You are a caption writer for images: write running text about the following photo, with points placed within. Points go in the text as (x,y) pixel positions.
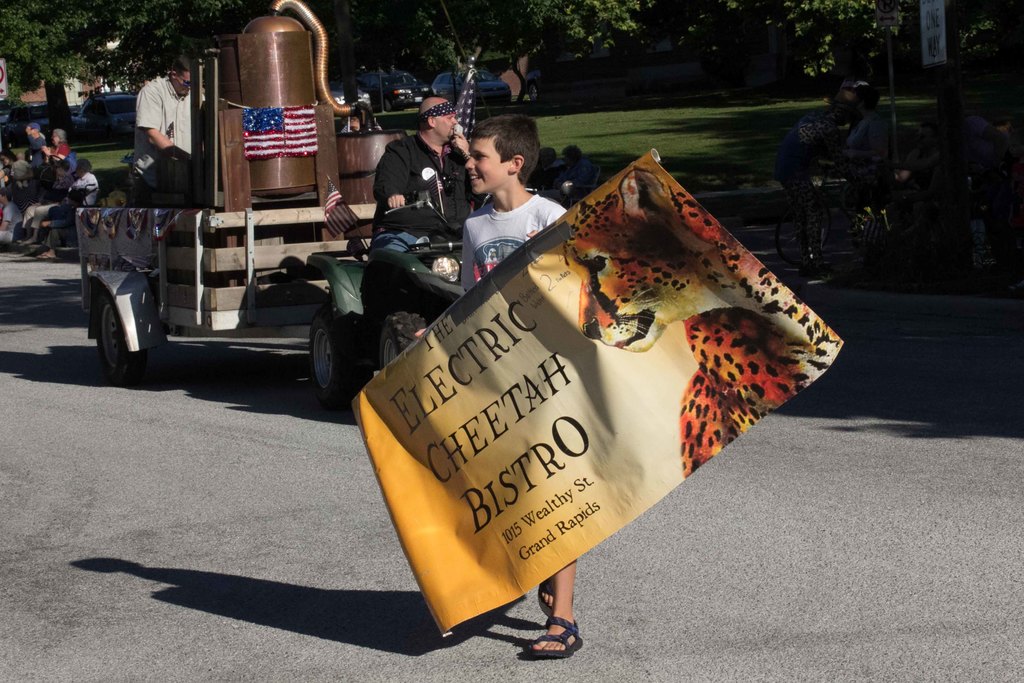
In this image I can see the person (476,146) holding the banner (481,405). In the background (256,318) I can see few people (149,187) sitting in the vehicle (265,219) and there is a machine (225,191) in the vehicle (240,213). To the side of the vehicle (307,306) I can see many people (50,210) with different color dresses (62,191) and few people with bicycles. I can also see the vehicles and many trees (840,43).
